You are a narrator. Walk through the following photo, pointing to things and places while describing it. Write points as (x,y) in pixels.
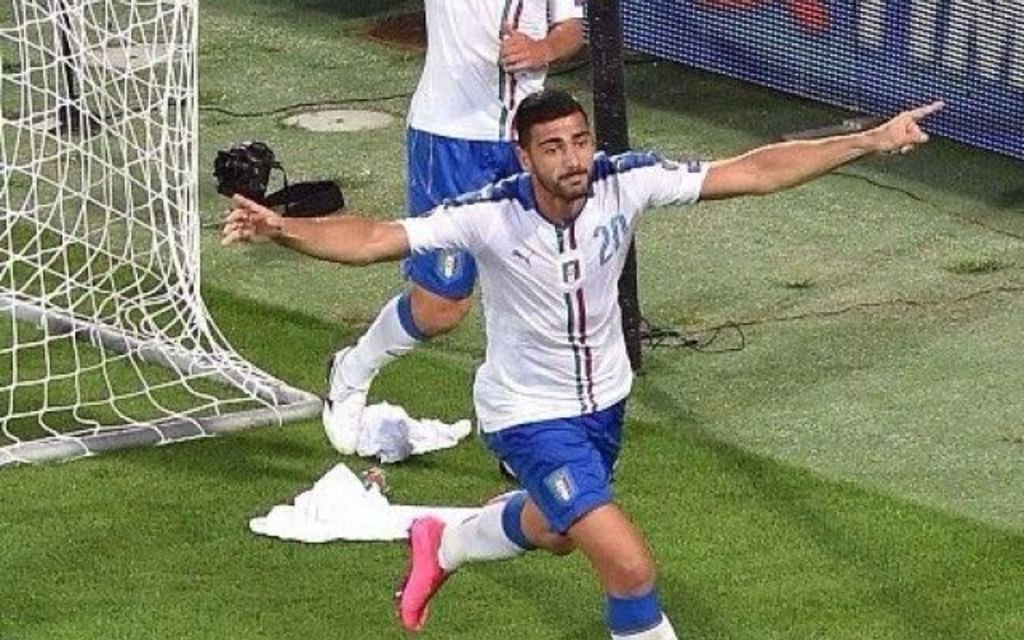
In this image I can see two persons (550,324) wearing white and blue color jersey (485,230) are running on the ground (576,569). I can see the net (45,70), few white colored clothes (296,535) on the ground (366,466), a black colored object (318,194), the pole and a blue colored display (840,86).
